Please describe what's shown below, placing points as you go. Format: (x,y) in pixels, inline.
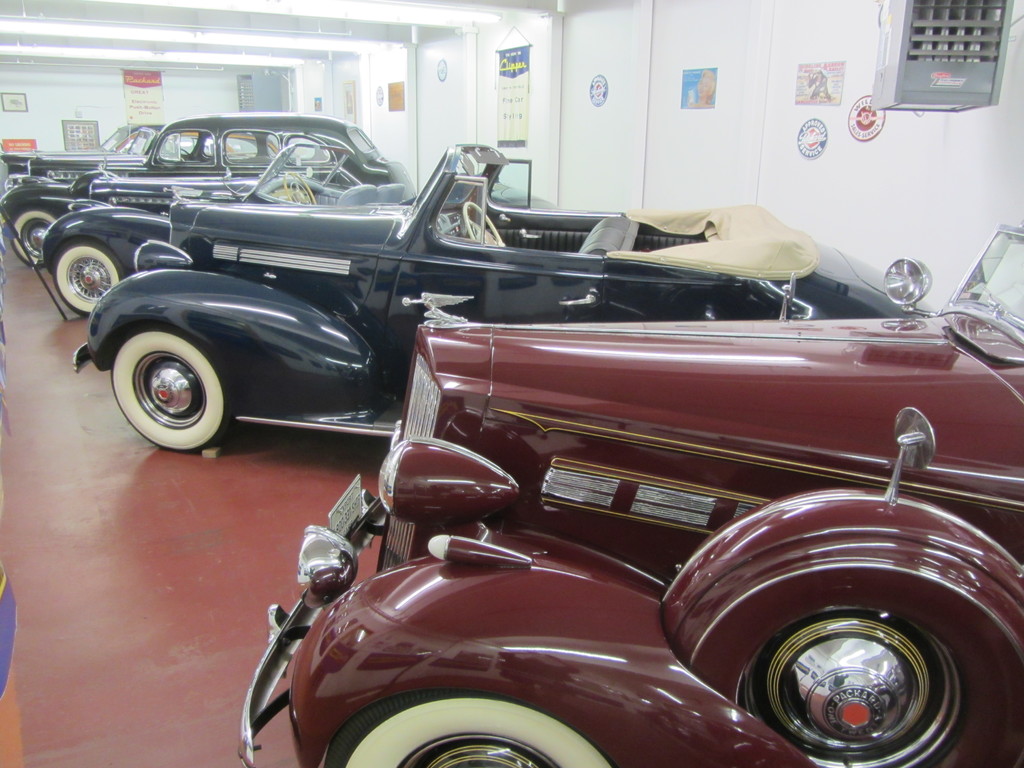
In the center of the image (353,309) there are cars (552,606). In the background (767,179) there is a wall (611,114) and we can see boards (398,91) placed on the wall (122,106). At the top (23,56) there are lights (262,40).
